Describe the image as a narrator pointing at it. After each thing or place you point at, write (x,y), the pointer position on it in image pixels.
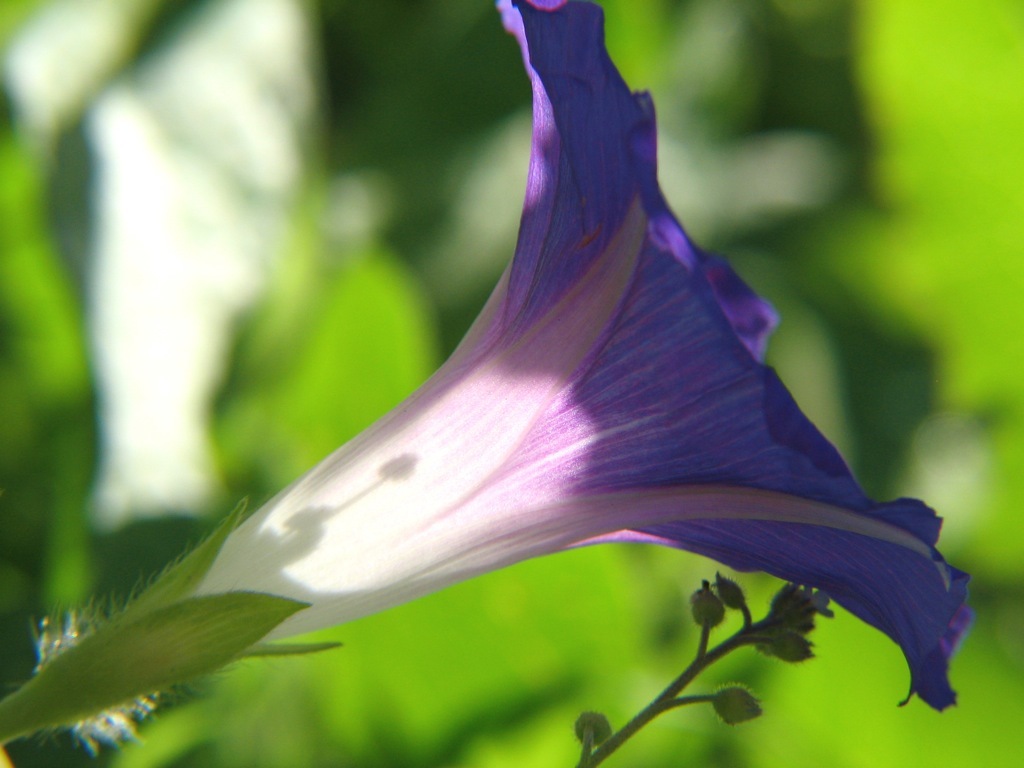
In this image, I can see a flower (476,520) and plants (504,247). This picture might be taken in a garden (313,732).
